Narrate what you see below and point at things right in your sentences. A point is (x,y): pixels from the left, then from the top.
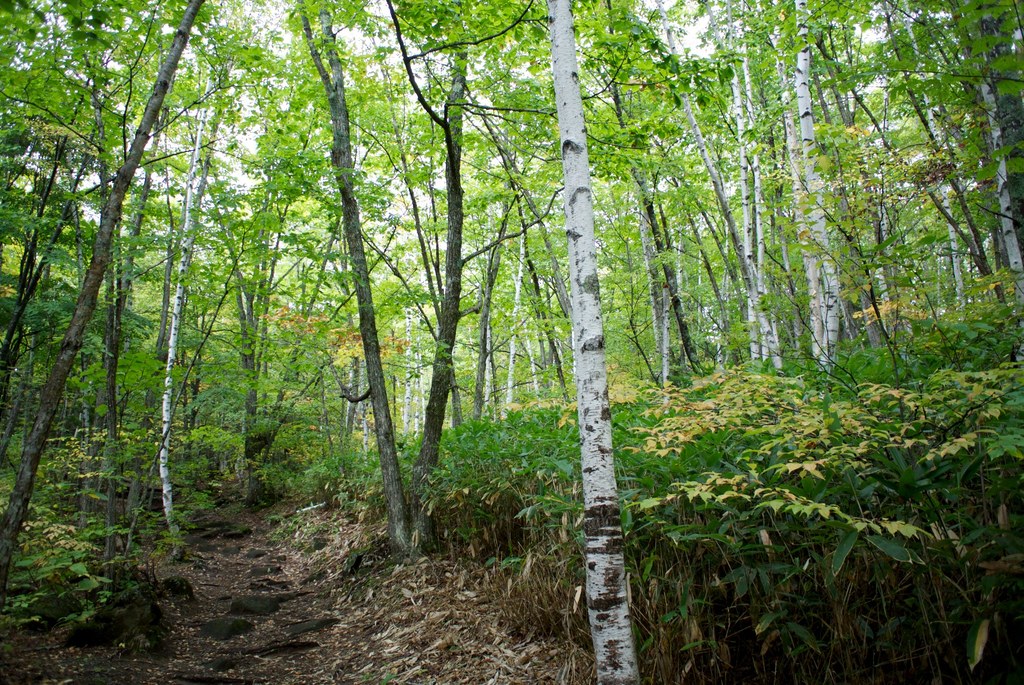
In this image we can see plants (678,433) and trees (472,112). Through the trees (781,44) we can see the sky (248,147).
